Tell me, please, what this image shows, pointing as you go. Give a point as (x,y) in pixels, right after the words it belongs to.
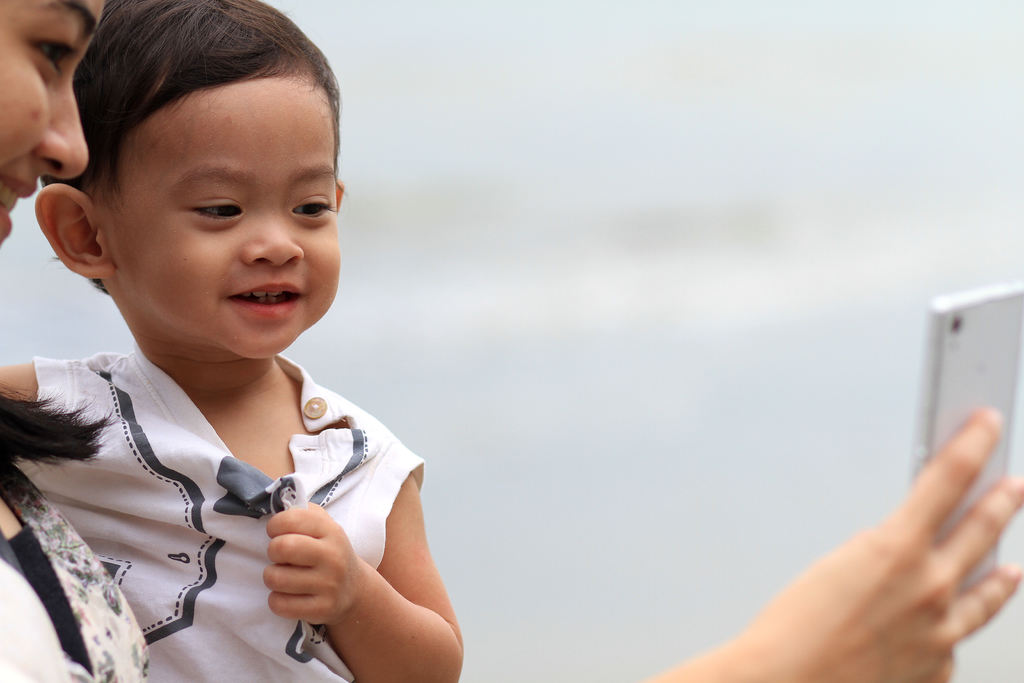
In this image I can see two people (229,328). Among them one person (849,605) is holding the mobile (970,397).
